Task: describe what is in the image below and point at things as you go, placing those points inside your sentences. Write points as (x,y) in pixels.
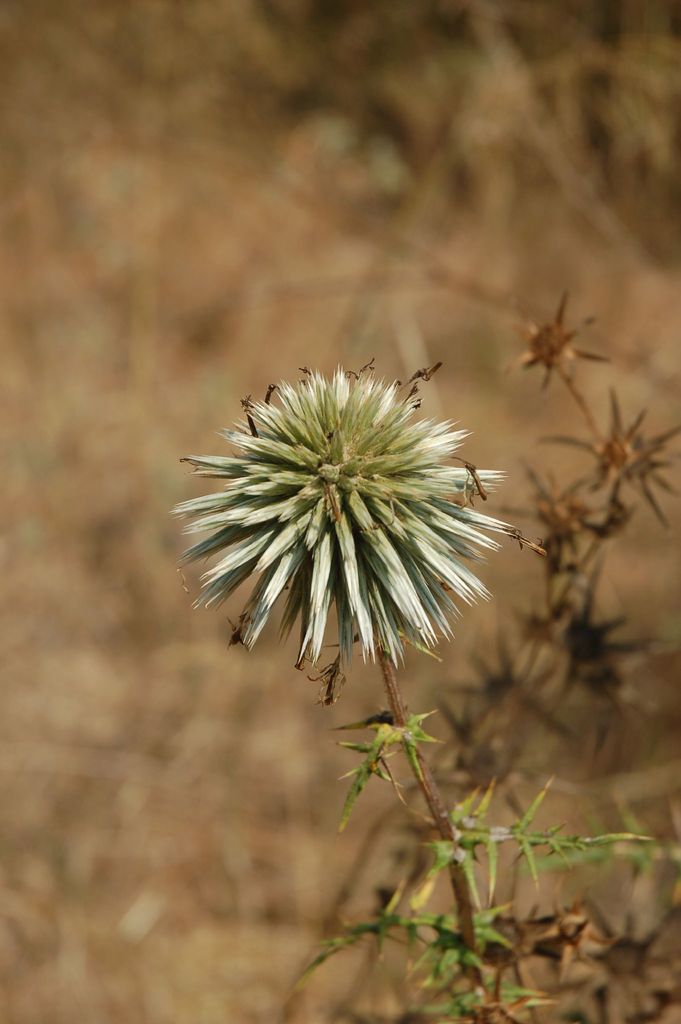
In the image we can see some plants (311,419) and flowers (378,413). Background of the image (71,10) is blur.
